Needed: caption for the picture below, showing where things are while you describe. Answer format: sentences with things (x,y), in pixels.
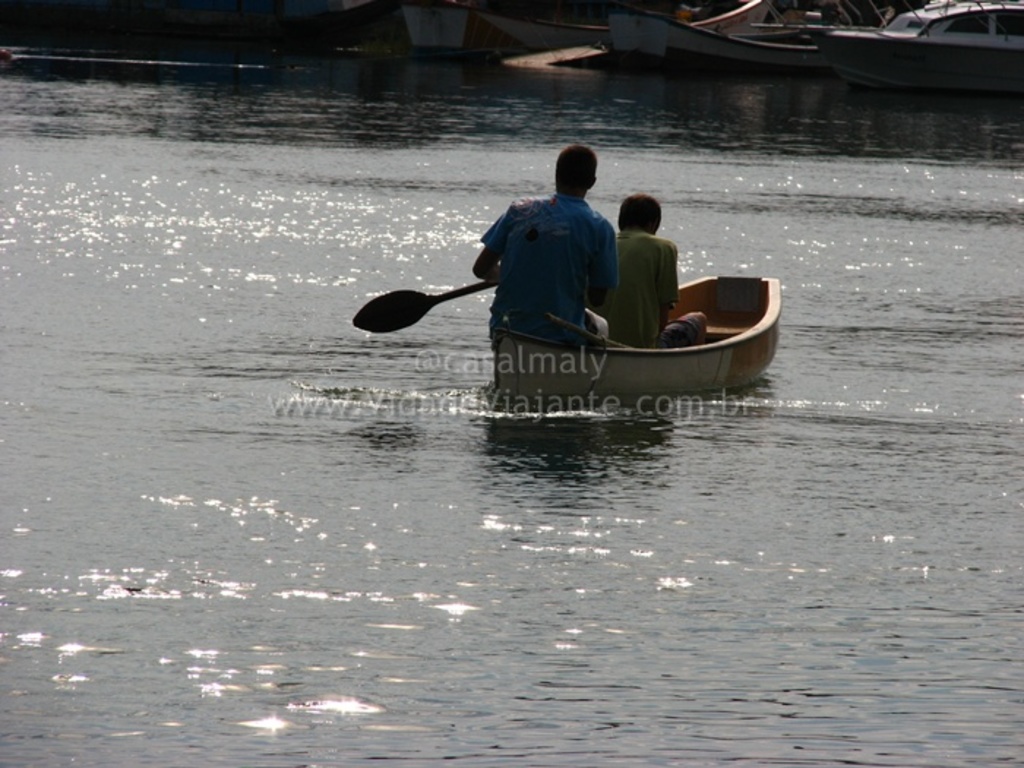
In this picture we can see there are two people (586,303) sitting on a boat (610,363) and a person (578,281) is holding a paddle (420,311) and the boat (543,353) is on the water (556,431). In front of the people (560,269) there are some boats (920,41). On the image there is a watermark (489,390).
